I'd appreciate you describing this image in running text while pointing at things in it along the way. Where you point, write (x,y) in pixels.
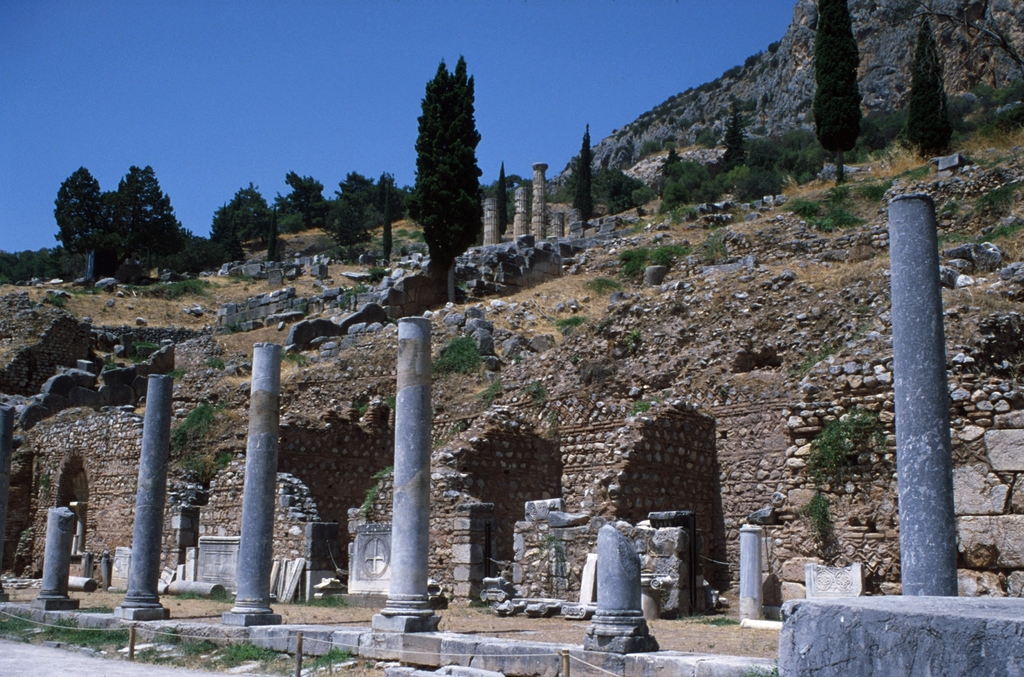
In this picture there is a mountain (682,230) and there are trees (471,240). In the foreground (461,474) there are pillars (145,615) and there is a wall (1022,545) and there is a railing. At the top (398,104) there is sky (352,108). At the bottom (18,667) there is a road (61,661) and there is grass (201,649) and there is ground (215,604).
